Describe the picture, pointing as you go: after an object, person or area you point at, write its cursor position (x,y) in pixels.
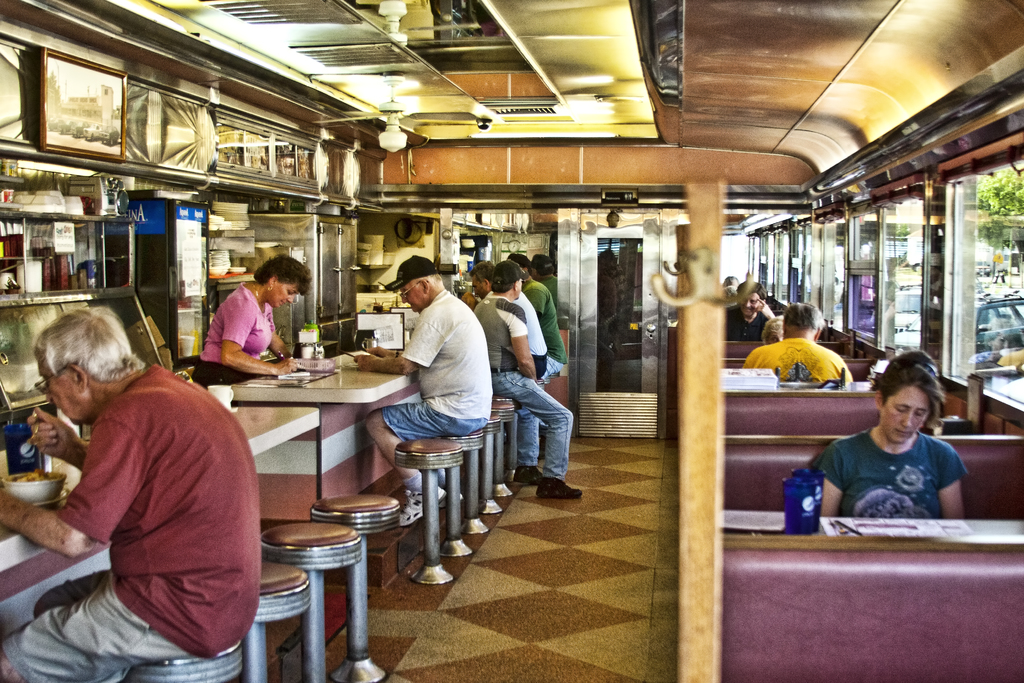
in the picture there is a restaurant (588,277) in which many people (509,300) are sitting woman (246,317) standing and doing some work there are many tables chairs (322,585) in the restaurant (627,606) there are many items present on the tables (327,454).
